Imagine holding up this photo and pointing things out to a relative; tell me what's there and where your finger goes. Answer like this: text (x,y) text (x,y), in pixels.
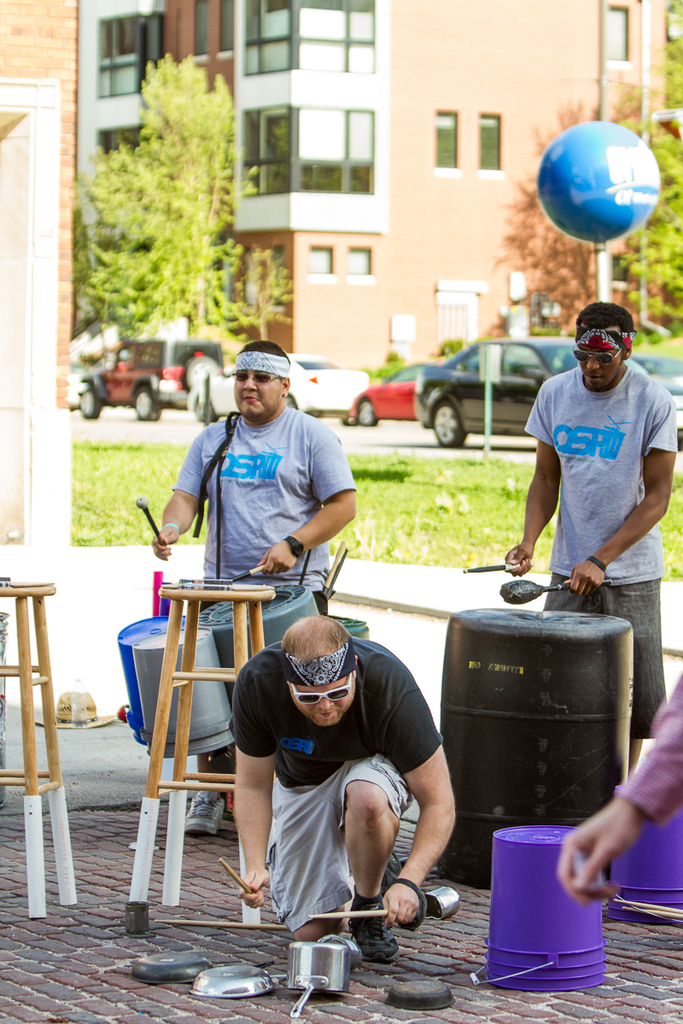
This picture is clicked outside and we can see the group of people (295,446) seems to be playing the instruments (267,643) and we can see the stools (241,650), buckets (526,933) and many other items (627,665). On the right (626,159) we can see the ball (590,172) which is in the air (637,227). In the background (473,83) we can see the buildings (330,116), trees (655,270), vehicles (151,410), grass (136,447) and many other objects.
